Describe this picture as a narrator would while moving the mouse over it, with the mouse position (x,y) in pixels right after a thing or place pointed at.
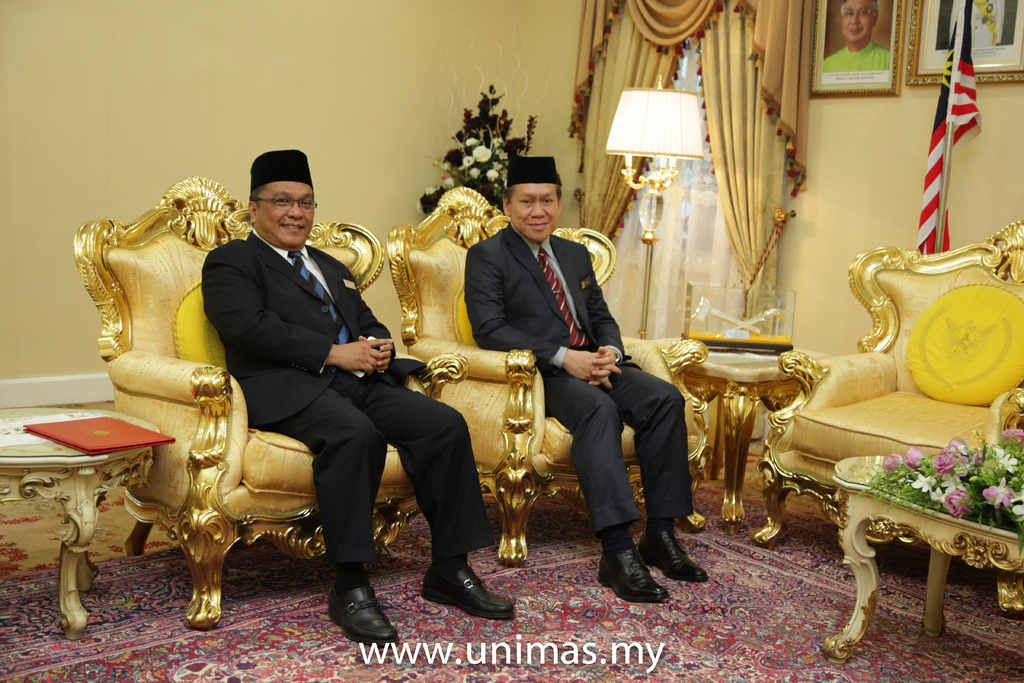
In a image we can see two persons (367,328) sitting on a sofa (454,342) wearing blazers (495,308) and shoes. Next to them there is a lamp (636,126) and back of them there is a plant (474,147) with flowers (478,152). This is a table (31,455). This is a carpet (547,632) which is in multicolor. This is a flag (938,112). This is a wall (846,112) and frames (864,61) are stick on it.
